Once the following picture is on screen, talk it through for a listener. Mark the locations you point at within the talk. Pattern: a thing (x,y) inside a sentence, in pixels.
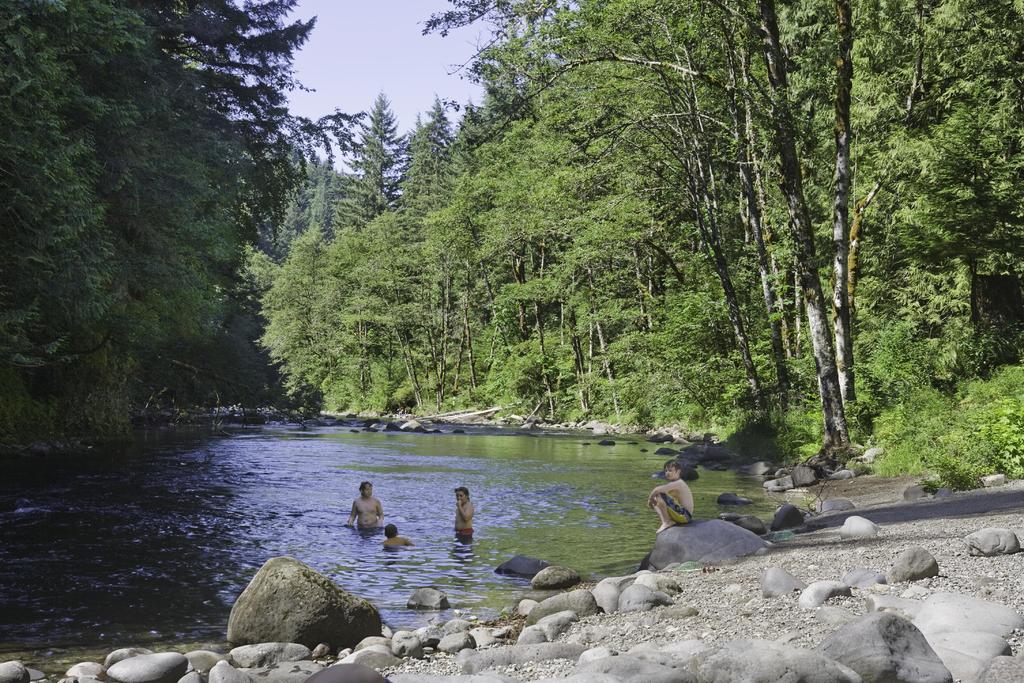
At the bottom of the image (823,549) on the ground (923,595) there are rocks (628,589) and small stones (868,542). There is a person (675,491) sitting on the rock (680,553). In front of the ground (581,632) there is water (356,473). There are few people (457,538) in the water (426,523). In the background (779,109) there are trees (18,163).
